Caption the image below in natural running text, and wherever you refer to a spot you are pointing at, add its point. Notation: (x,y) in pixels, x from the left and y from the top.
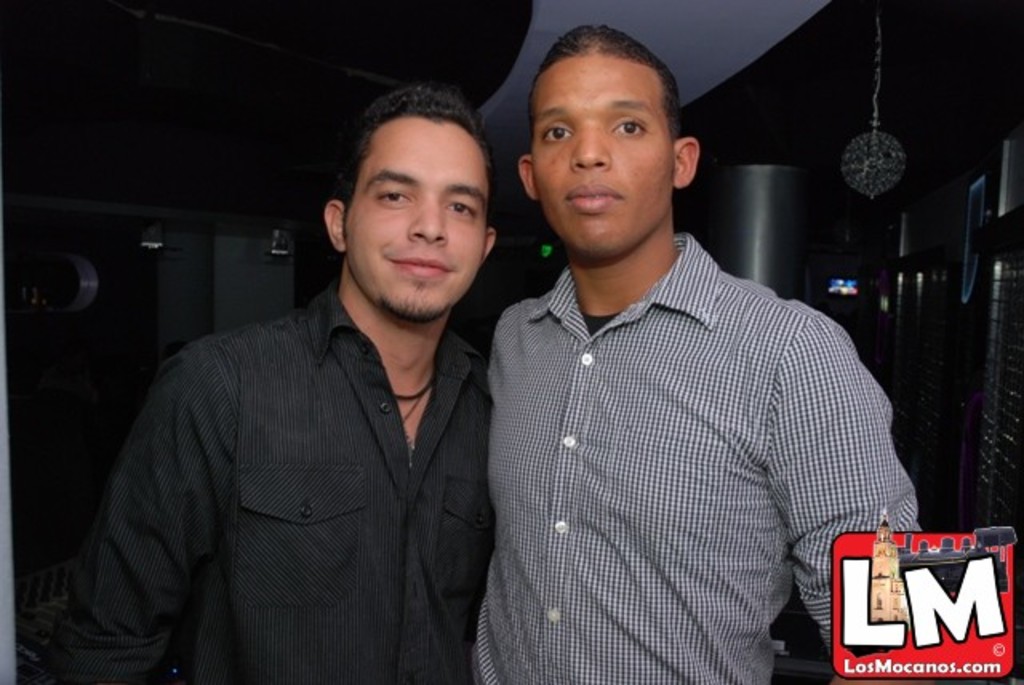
In the foreground of the picture (364,444) there are two men (385,354) standing. The background (748,240) is dark. On the right (895,177) there are some objects (1005,232). At the bottom (911,608) towards right (915,603) there is a logo (870,597).
